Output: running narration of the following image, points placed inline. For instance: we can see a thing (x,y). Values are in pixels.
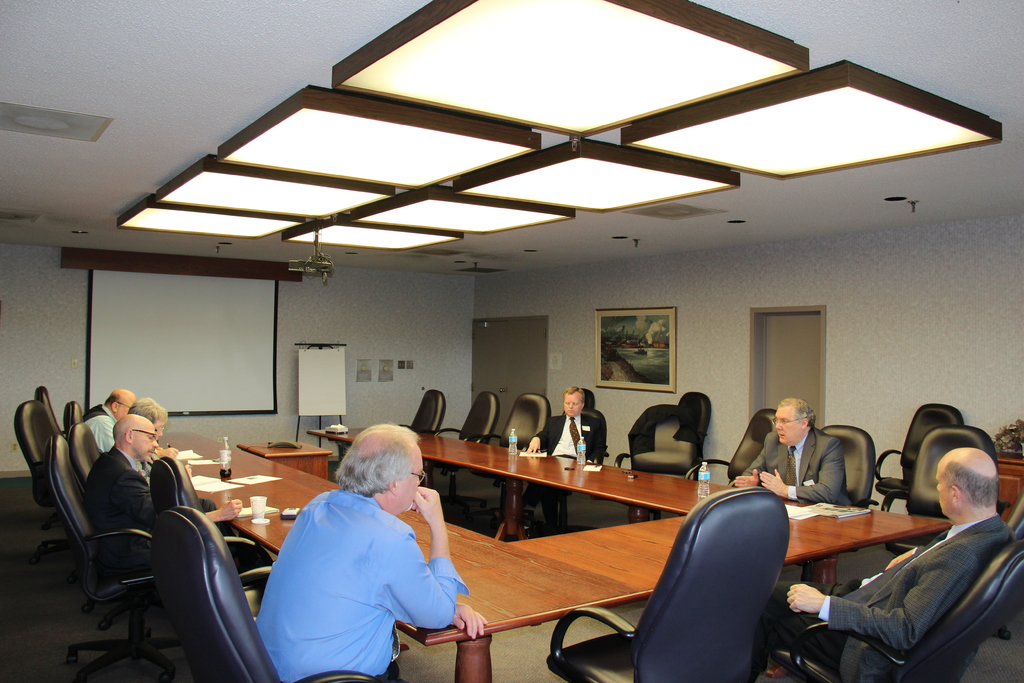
In this picture we can see some persons (569,452) are sitting on the chairs (189,496). This is table (572,584). On the table (552,582) there are bottles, and a glass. This is wall (896,315) and there is a frame (625,333). Here we can see a screen (236,361). This is board (335,368) and there are lights (530,114).
